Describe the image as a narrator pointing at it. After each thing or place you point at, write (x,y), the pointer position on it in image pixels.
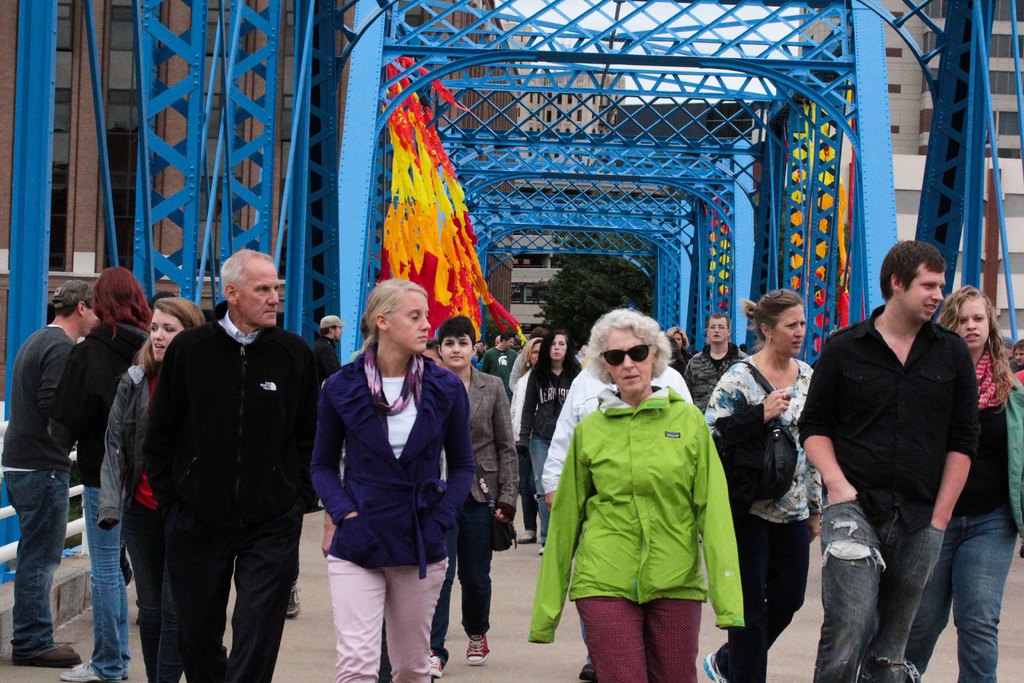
In this image we can see few persons (586,452) are walking on the road (577,610) and railing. In the background (429,195) we can see rods (755,99), buildings (711,125), glasses (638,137), trees (569,327), objects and the sky (563,41).
